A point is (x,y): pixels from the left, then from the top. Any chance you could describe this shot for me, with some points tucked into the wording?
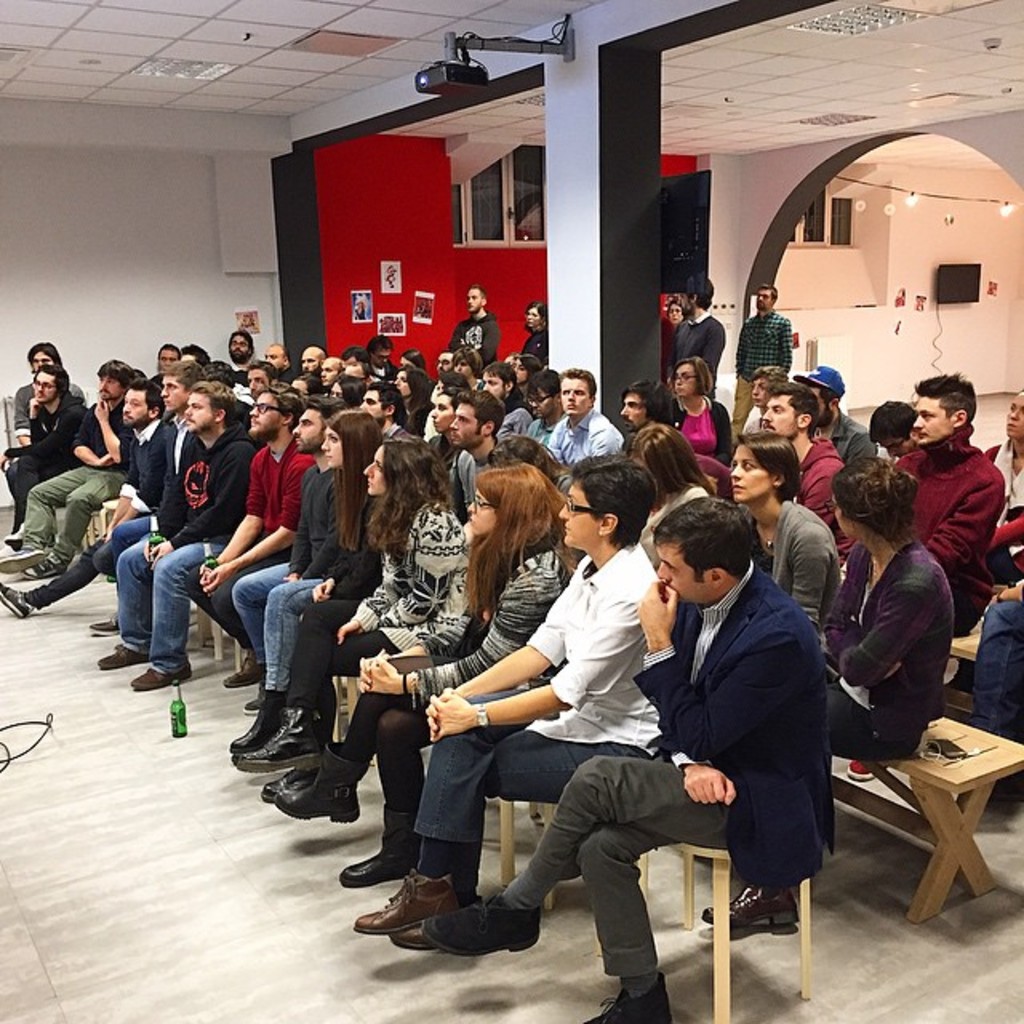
A group of people (397,396) are sitting on a chairs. On floor (207,711) there is a bottle (172,708) and cable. On this red wall (400,198) there are 4 pictures (367,311). Far there are lights (914,199). A television (951,281) is on wall (930,265). This is window (838,222). These persons (716,361) are standing.
